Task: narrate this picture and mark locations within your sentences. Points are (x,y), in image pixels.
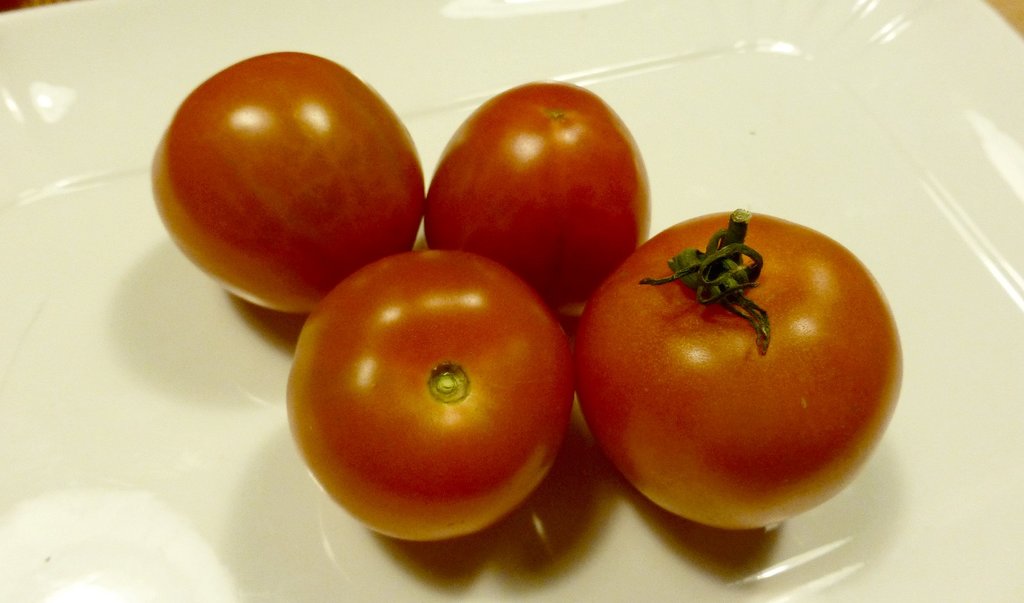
In this image we can see four tomatoes (593,363) are kept on the white color plate (663,94).
